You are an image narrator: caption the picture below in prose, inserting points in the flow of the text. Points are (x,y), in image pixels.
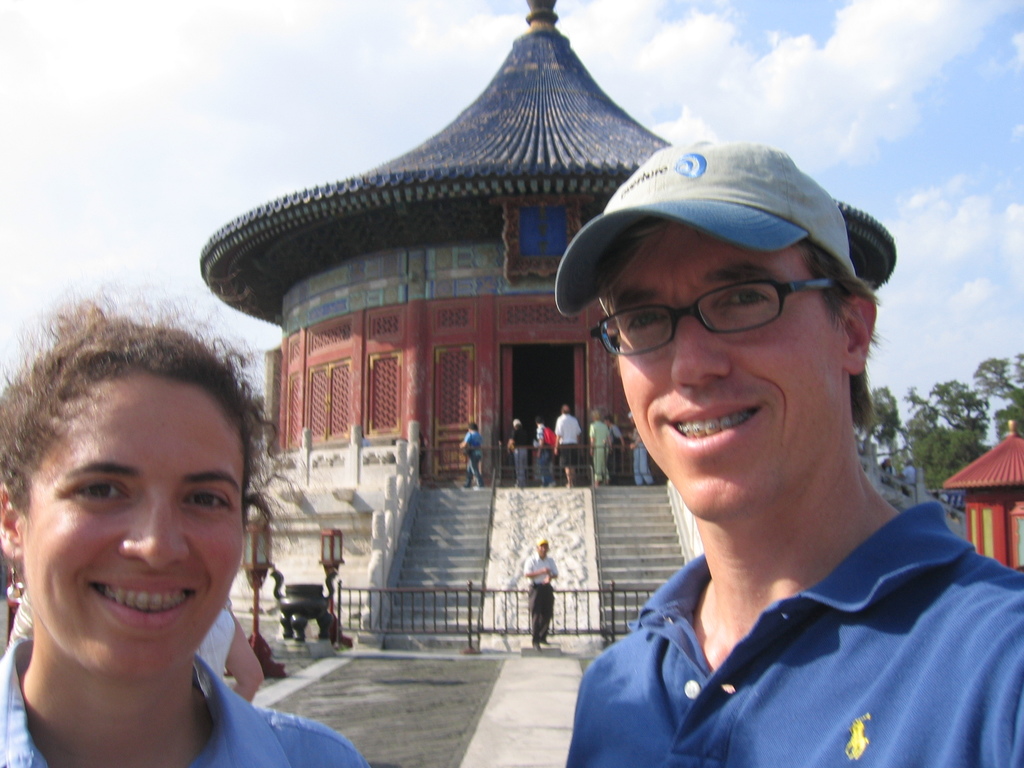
This is the man (752,678) and woman (113,664) standing and smiling. These are the barricades (570,609). I can see few people (636,452) standing. These are the stairs (435,552). This looks like an ancient building (547,305). I think these are the lamps (328,554). In the background (923,462), I can see the trees (988,395).
